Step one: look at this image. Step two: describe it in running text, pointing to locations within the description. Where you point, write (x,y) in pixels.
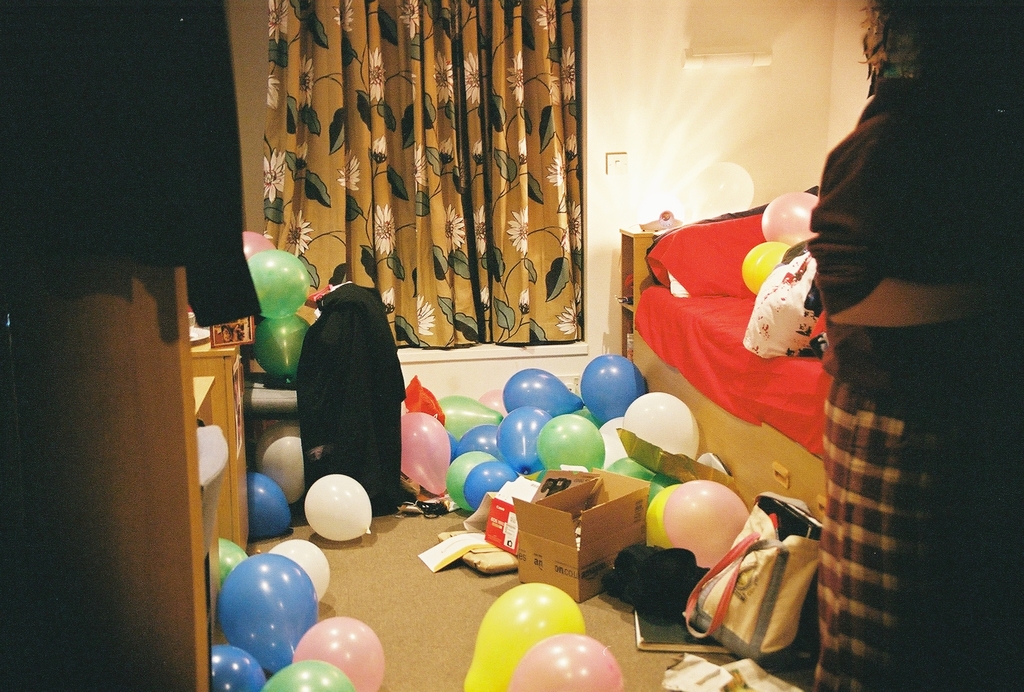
In this picture we can see there are balloons (366,521), a book (679,630), cardboard box (532,507) and some objects (707,591) on the floor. On the right side of the image (730,327), there is a person (859,589) and a bed (645,338). On the left side of the image (161,478), there is a cloth (130,124) and wooden objects (171,420). At the top of the image (373,88), there is a curtain (412,75).
